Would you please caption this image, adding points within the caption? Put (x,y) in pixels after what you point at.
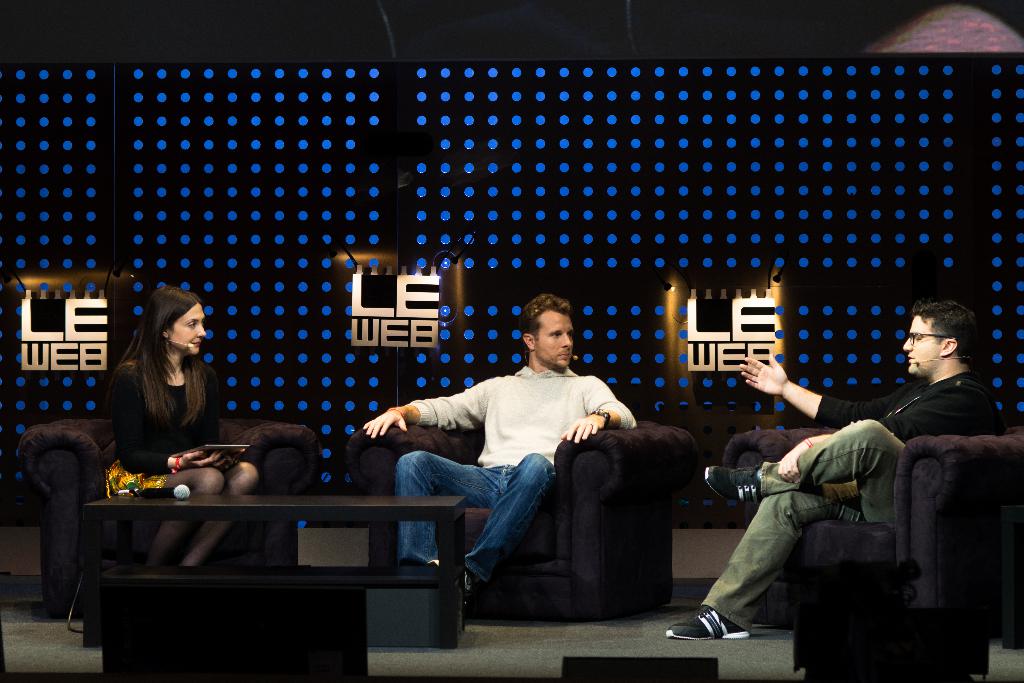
The photo is taken inside a room (731,233). There are three persons (435,486) sitting on couch (919,456). There is a table (356,505) in front of them. On the table (178,518) there is a mic (167,496). On the right side (854,424) a man (914,408) wearing black t shirt (921,401) and green pant (811,461) is talking something to the other two persons (208,413) in front of him. in the middle (510,409) a man (499,410) who is wearing white shirt (505,392) is looking at the person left to him. On the left (145,414) there is a woman (141,376) wearing black dress (142,416). She is looking at the person (422,401) in front of her. in the background (722,373) there are lights (535,198) and logos (356,315). on the logo (397,310) it is written LE WEB.
